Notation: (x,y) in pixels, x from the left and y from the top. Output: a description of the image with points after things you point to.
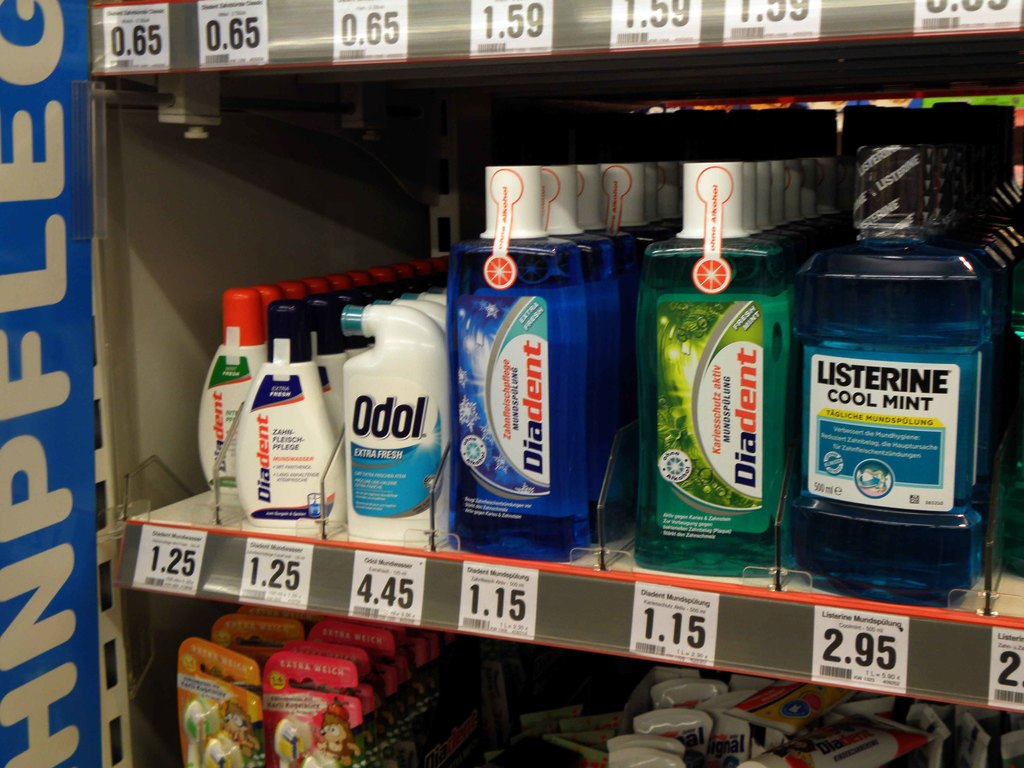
In this Image I see number of bottles (976,143) and toothbrushes (233,644) in the racks (161,622) and I see the price tags (417,559).
